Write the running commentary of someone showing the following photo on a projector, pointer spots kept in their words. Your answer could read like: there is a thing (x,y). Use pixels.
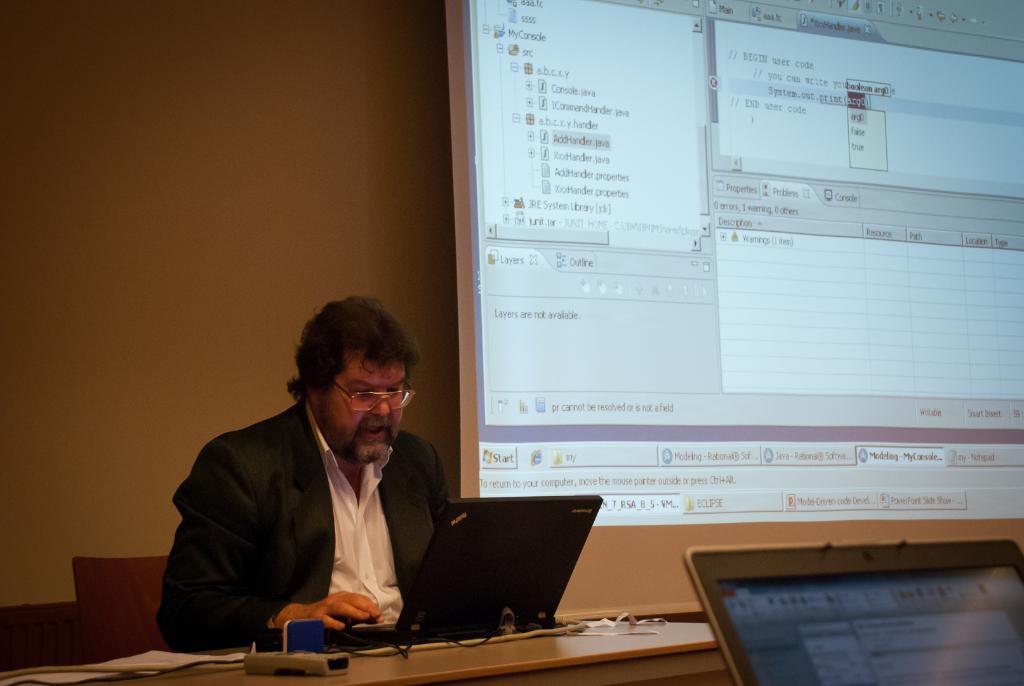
In this image there is a person (403,511) wearing black color suit (403,490) sitting on the chair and operating laptop (472,576). At the right side of the image (737,274) there is a projector screen (726,191).
